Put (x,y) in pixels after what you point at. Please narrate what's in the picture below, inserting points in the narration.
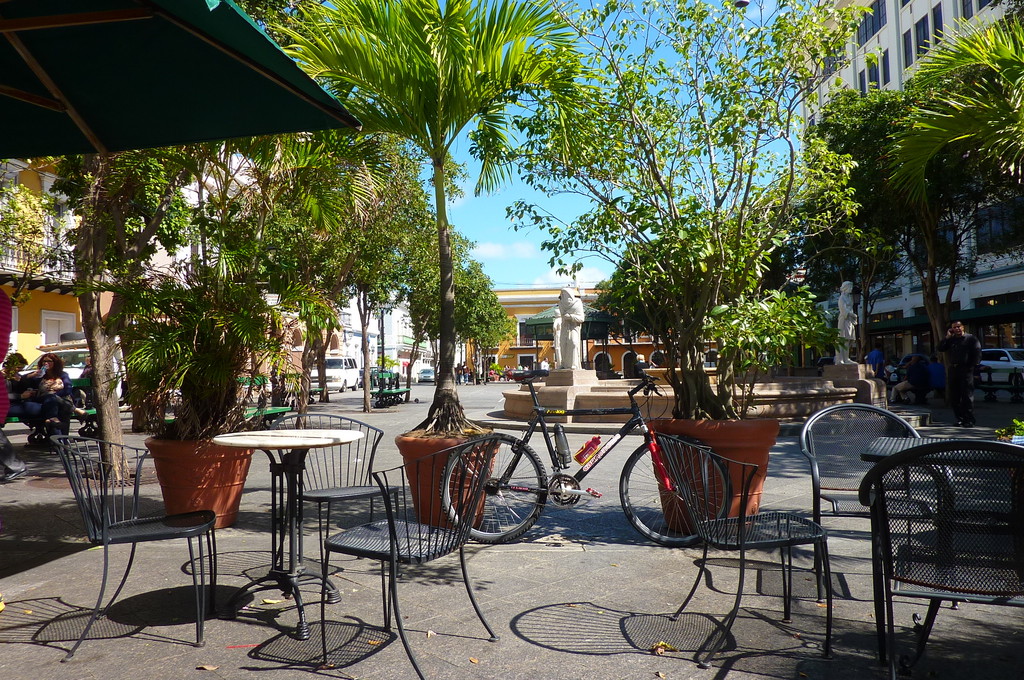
In this picture there are two women (57,391) sitting on the chair (74,385). There is a table (301,459), bicycle (507,467). There are few flower pots (735,422). There is a white car (336,375), bench (396,390) and some buildings (8,277) at the background (608,330). There are some trees (416,267). Sky (479,222) is blue in color and cloudy. There are few people (917,378) sitting on the chair (977,372). There is a man (959,356) standing.
